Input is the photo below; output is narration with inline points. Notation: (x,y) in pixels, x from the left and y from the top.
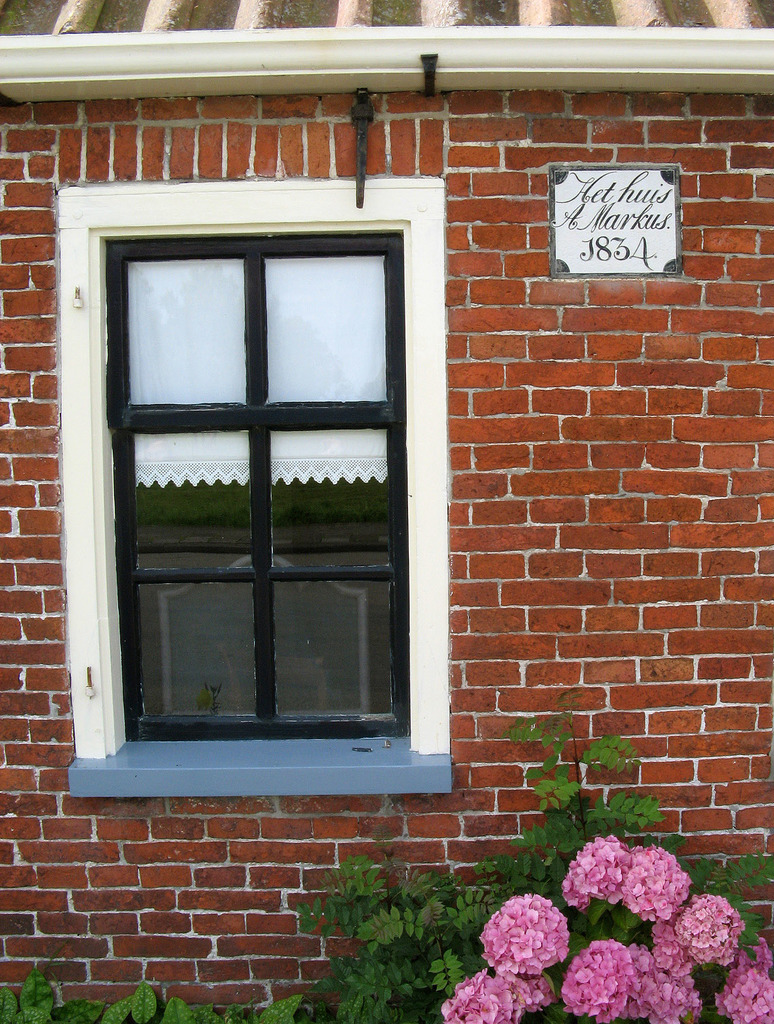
In this picture we can see a window (223,392), curtain (188,378), name board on the wall (532,332) and plants (646,873) with flowers (516,942).
